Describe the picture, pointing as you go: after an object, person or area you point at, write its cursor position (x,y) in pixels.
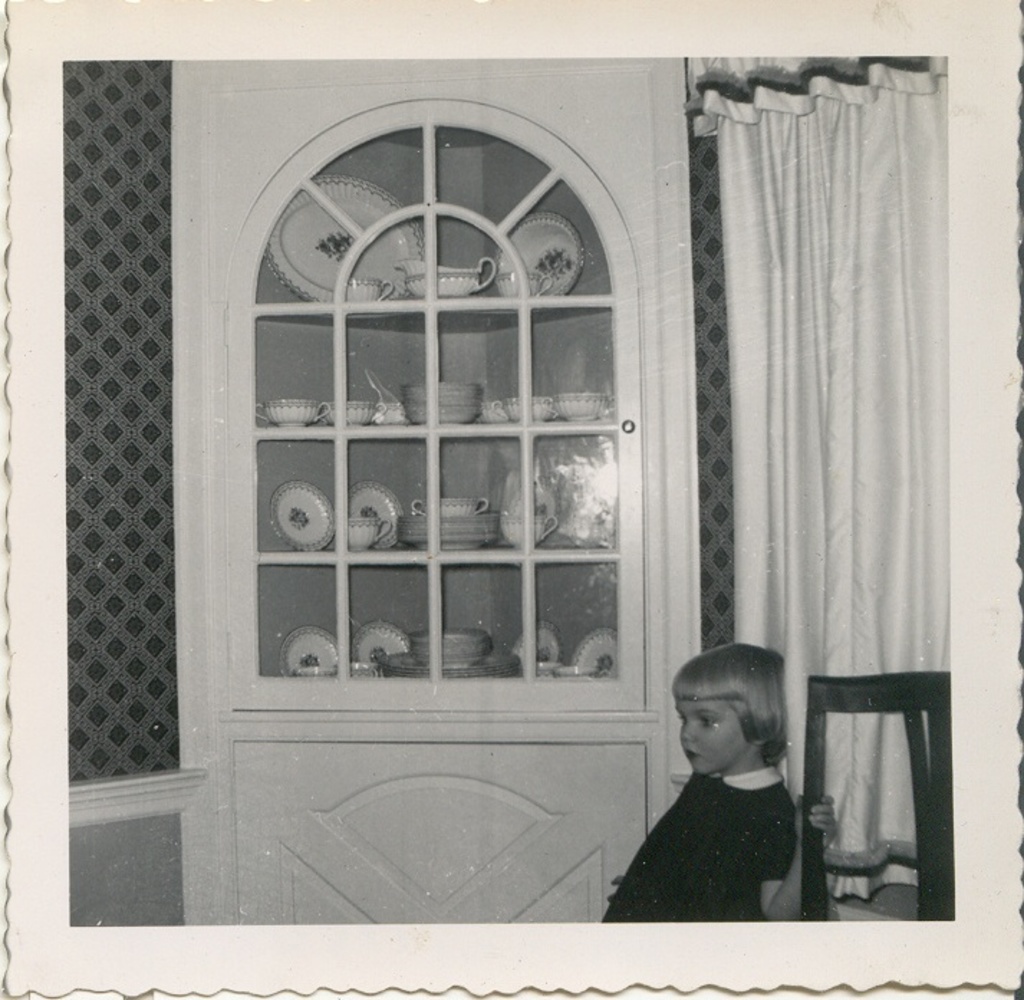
This is a black and white picture, there is a baby (706,802) standing beside a chair (805,822) in front of wall (714,351) with curtain (765,630), in the middle (633,654) there is a cupboard (287,331) with cups (446,512), bowls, saucers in it.
